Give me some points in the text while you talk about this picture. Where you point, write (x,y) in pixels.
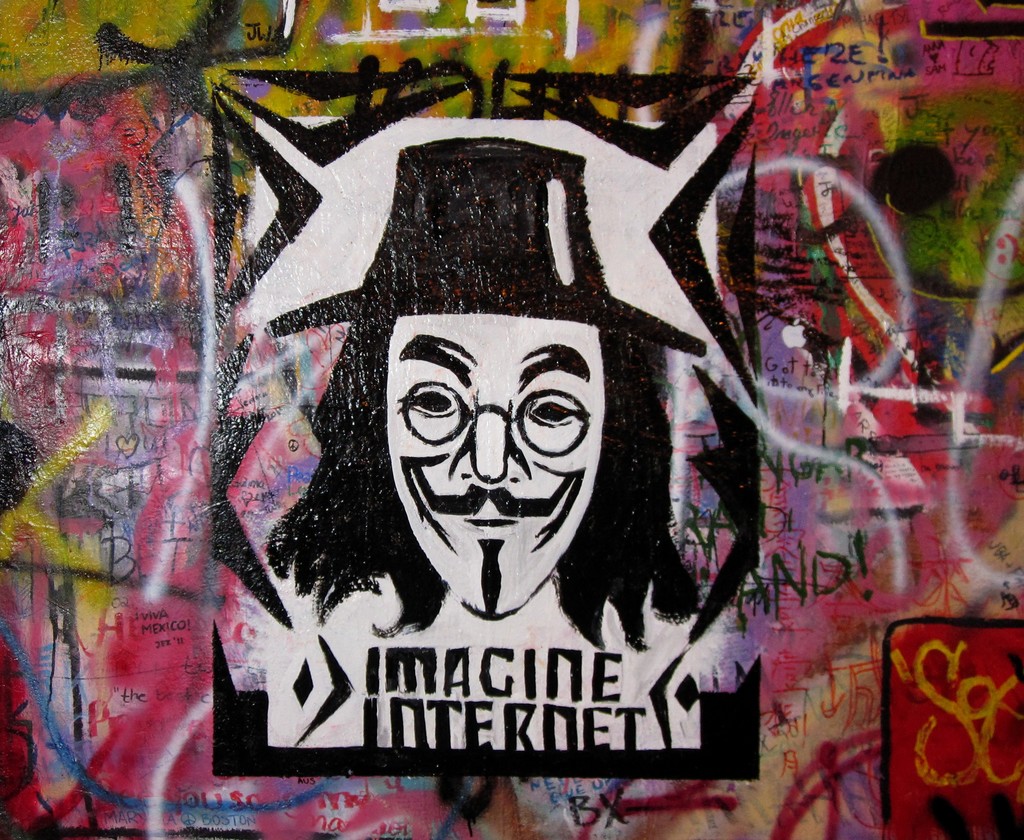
In this image I can see a wall painting (588,478) of a person (636,583) on a wall (199,474).
